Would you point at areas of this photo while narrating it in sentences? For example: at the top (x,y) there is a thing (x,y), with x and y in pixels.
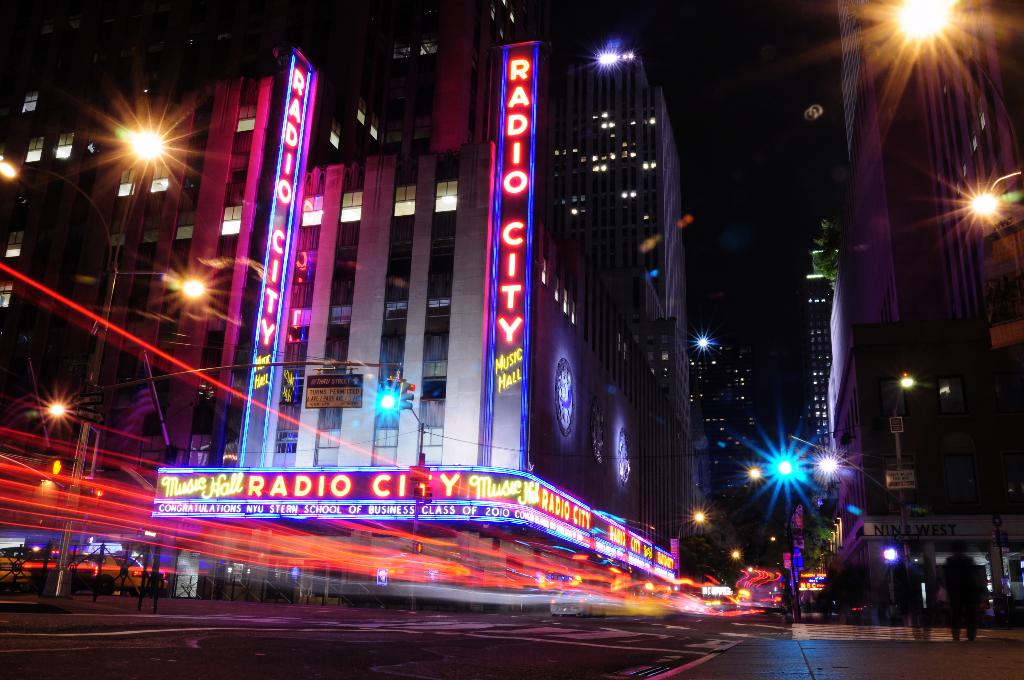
In this image there are buildings (534,351) and street lights (195,295) and a few people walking on the road (586,661).
